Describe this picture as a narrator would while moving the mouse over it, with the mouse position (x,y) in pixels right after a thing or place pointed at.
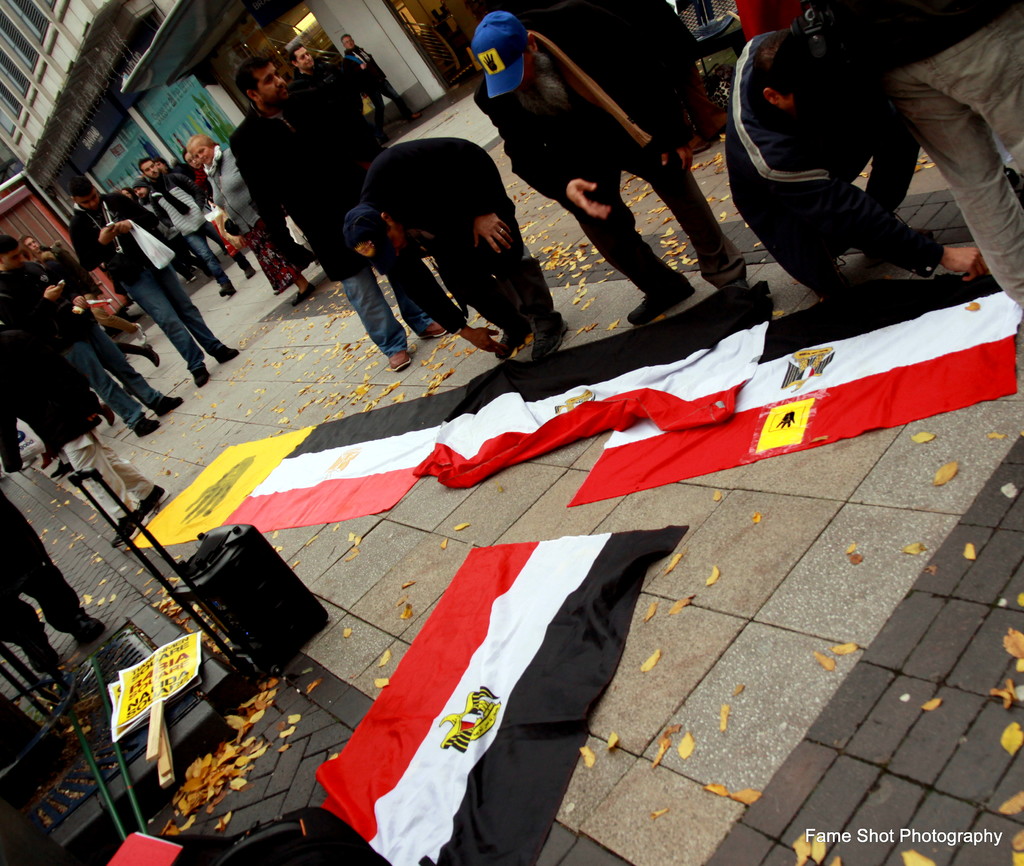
In this image there are flags (605,413), trolley bag (279,575), boards (181,662) and some objects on the floor (881,269), and at the background (439,319) there are group of people (625,256) standing, buildings (118,126), there is a watermark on the image.
